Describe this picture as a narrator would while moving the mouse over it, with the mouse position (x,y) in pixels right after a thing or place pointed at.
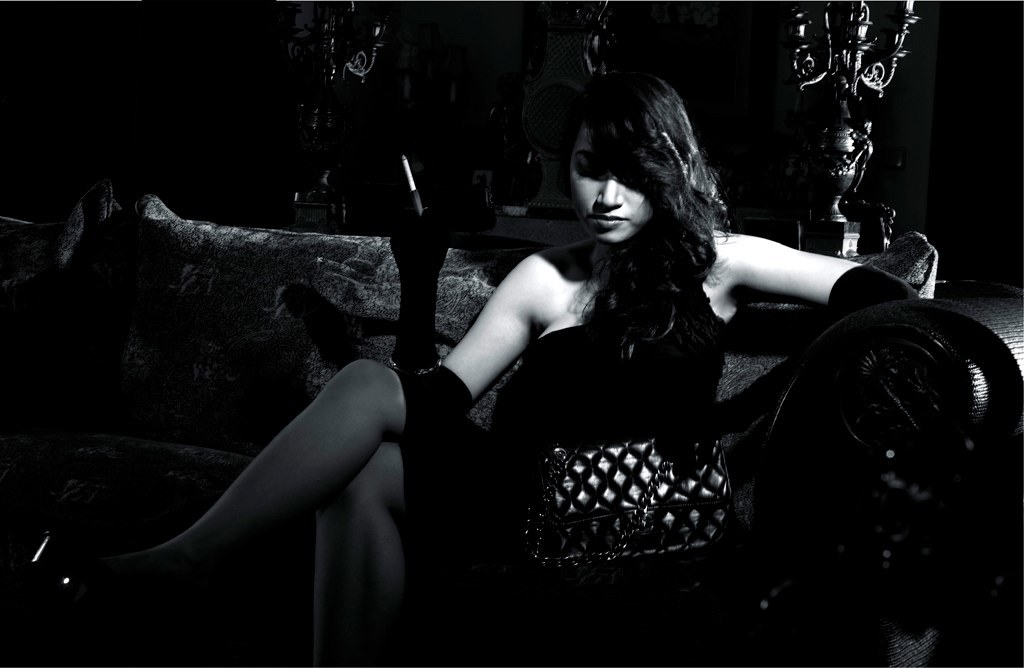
In the center of the image (343,324) there is a sofa (816,506) and we can see a lady (477,500) sitting on the sofa (311,566). She is wearing a black dress (537,440) and holding a cigar (419,200) in her hand (422,223). There is a bag (552,521) next to her. In the background (822,168) there is a decor (864,80) and a wall (901,202).
